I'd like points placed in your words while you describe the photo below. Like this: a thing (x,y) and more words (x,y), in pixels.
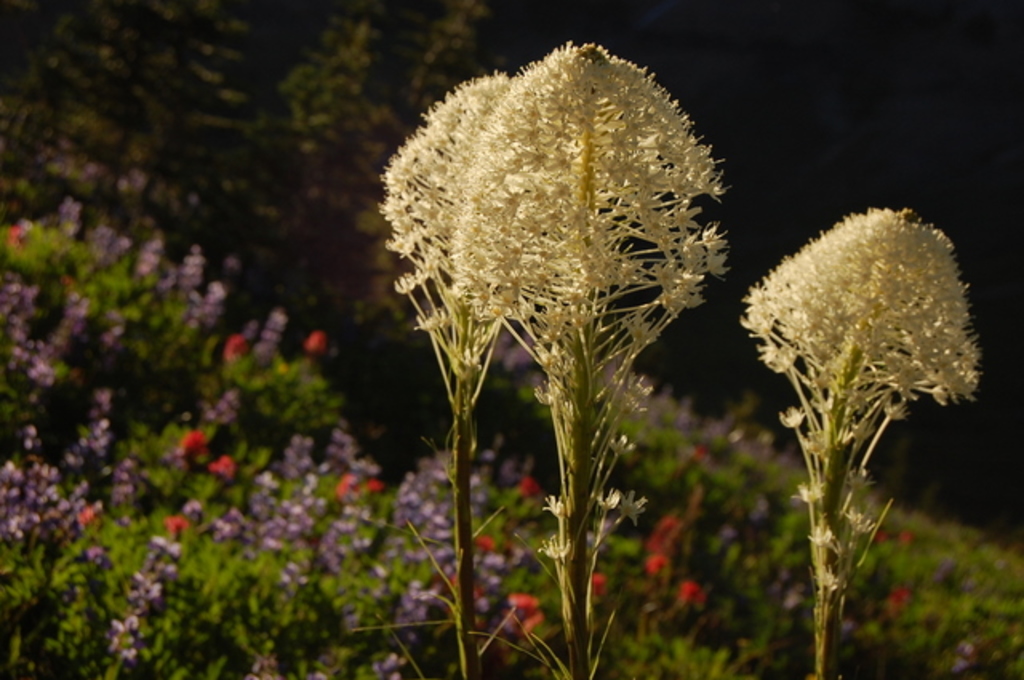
In this picture we can see the plants (665,222) with the flowers (615,500) and behind the plants (558,340) there is a dark background (847,15).
